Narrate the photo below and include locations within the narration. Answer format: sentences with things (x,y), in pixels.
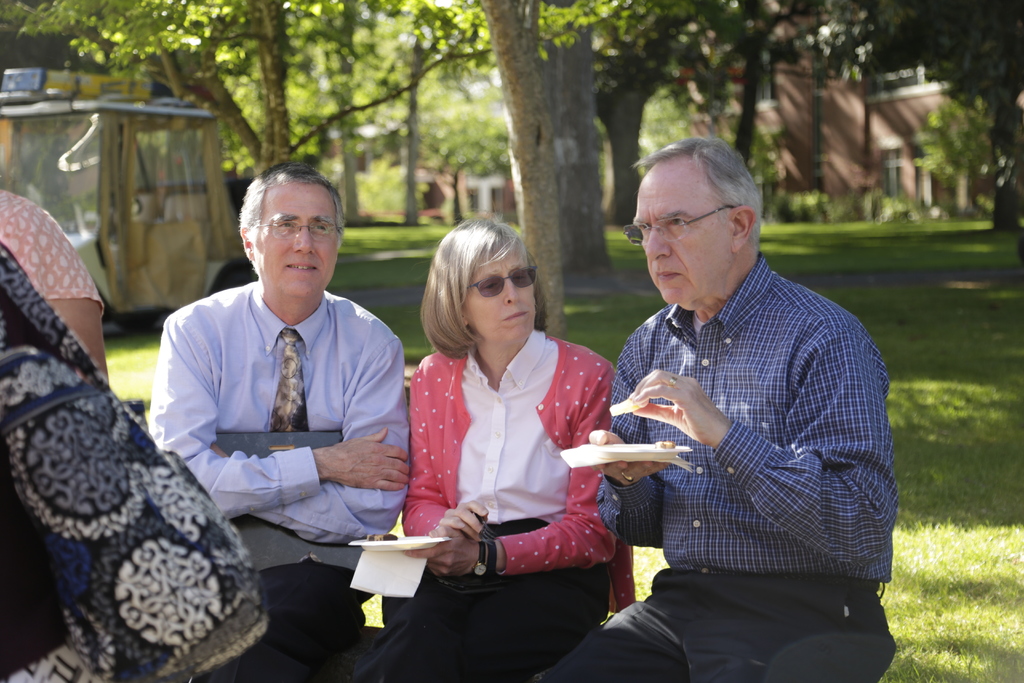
Here we can see four persons (303,379). These three persons (303,379) are sitting on a platform (354,664) and two of them are holding plates (376,541) with their hands (416,555). This is grass (948,537) and there is a vehicle (129,155). In the background (408,168) we can see trees (513,42) and buildings (921,171).
